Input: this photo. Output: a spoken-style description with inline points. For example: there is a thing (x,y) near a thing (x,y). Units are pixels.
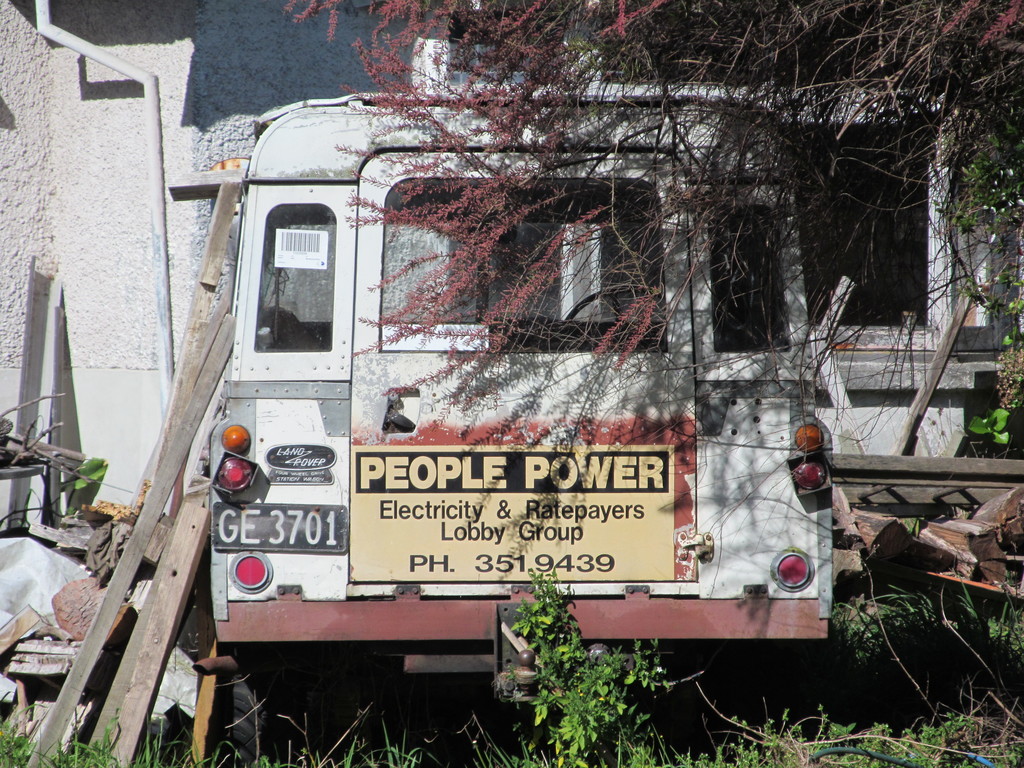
This picture is clicked outside. In the center (647,433) there is a vehicle (329,579) and we can see the text (379,468) and numbers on the vehicle (428,518). In the foreground (912,611) we can see the plants (870,630) and some wooden objects (143,538). In the background (315,22) there is a building (351,34) and we can see the window (877,195) of a building (912,312) and we can see the trees (988,212) and a metal rod (46,13).
